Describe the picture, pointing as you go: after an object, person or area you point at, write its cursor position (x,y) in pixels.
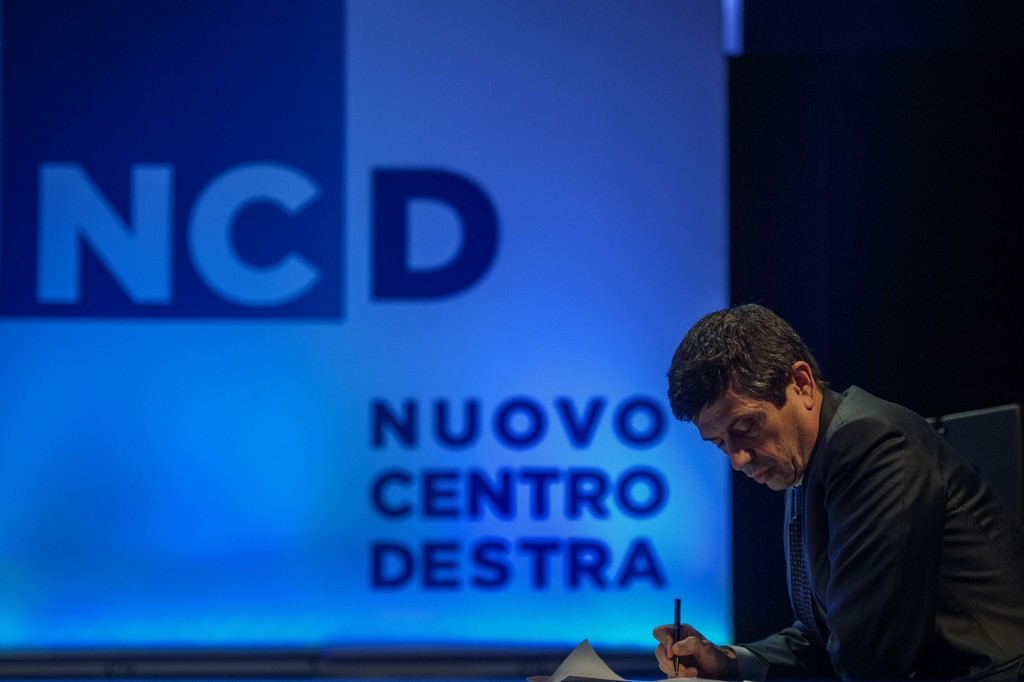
In this image I can see a person (1013,542) sitting and holding pen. The person (710,648) is wearing black dress (818,575), background (572,365) I can see a projector screen (347,313).
